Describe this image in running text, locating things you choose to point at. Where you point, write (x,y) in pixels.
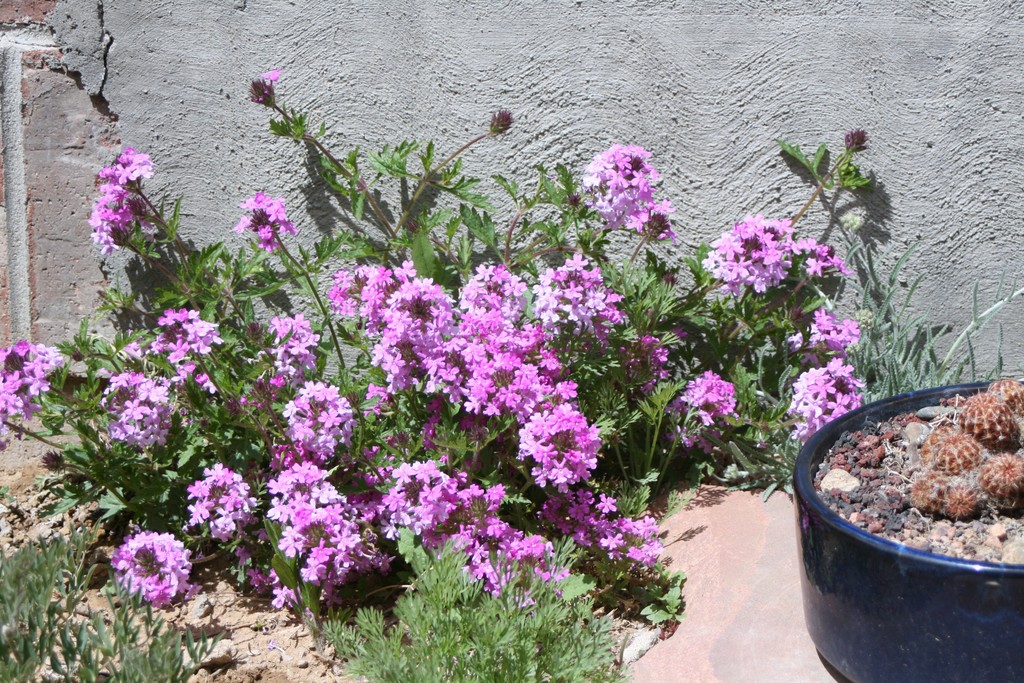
These are the plants (283,338) with violet flowers (174,564). This looks like a flower pot (896,599) with a cactus plant (954,495) in it. Here is the wall (707,85).
